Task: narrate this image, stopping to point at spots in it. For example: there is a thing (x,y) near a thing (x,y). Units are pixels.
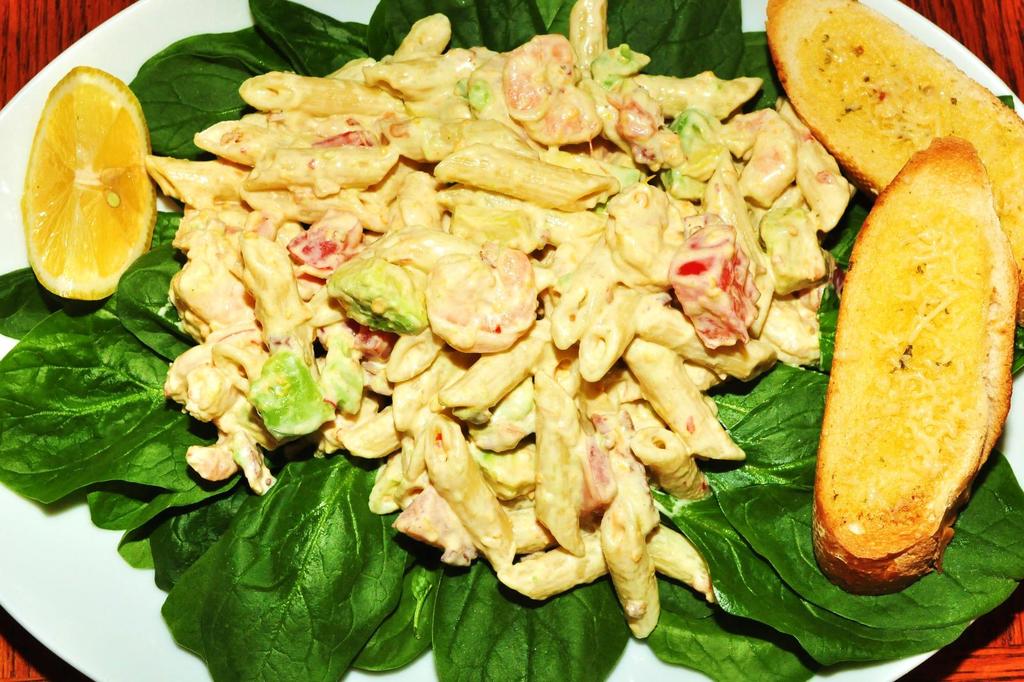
In this image we can see the plate (122,64) of food items (338,194) and also leaves (450,581) and the plate (59,599) is placed on the wooden surface (1002,640).
